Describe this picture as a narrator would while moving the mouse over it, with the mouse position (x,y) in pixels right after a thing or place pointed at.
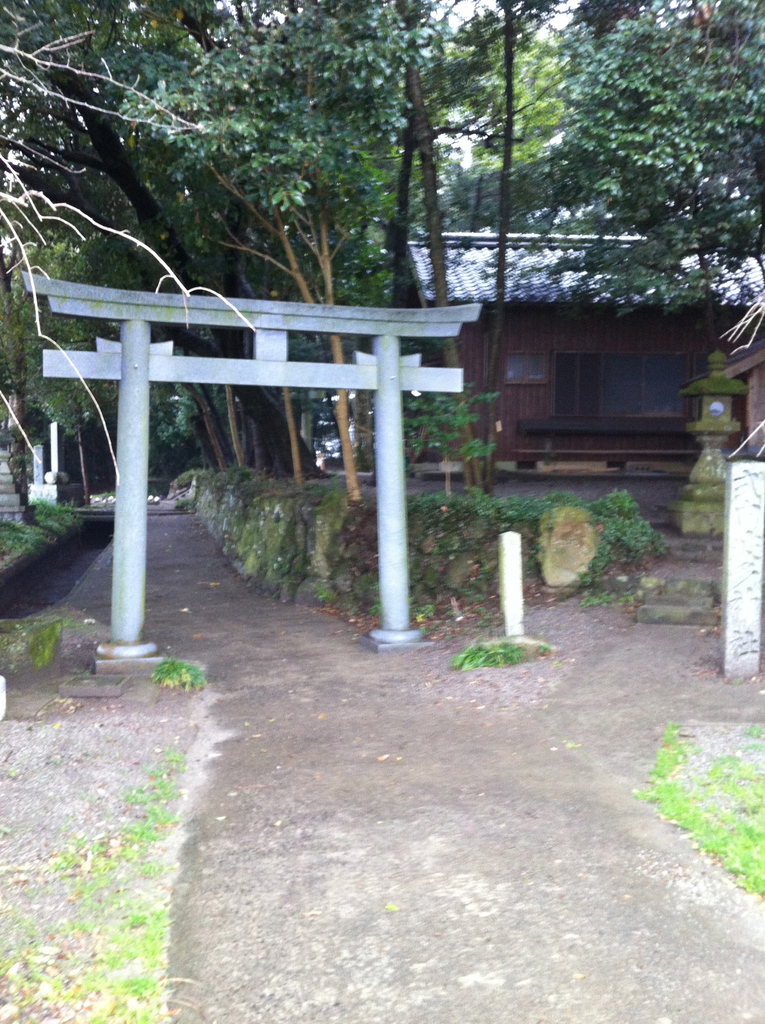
In the center of the image (430,385) there is a arch (385,511). In front of the image there is a road (413,859). In the background of the image (568,449) there is a house (571,354) and there are trees (315,112).
